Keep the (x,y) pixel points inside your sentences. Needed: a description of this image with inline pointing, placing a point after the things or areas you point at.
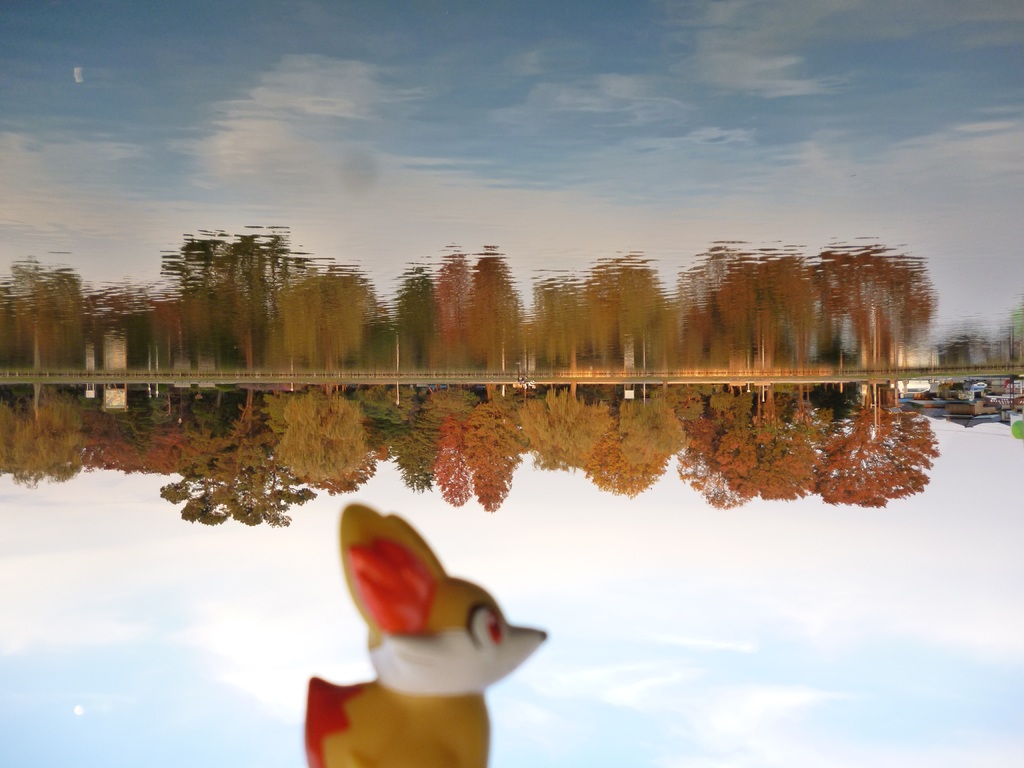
In this image there are few trees (489,467), a toy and some clouds (580,586) in the water (405,142), there are reflections (395,147) of trees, clouds (390,153) and sky (454,116) in the water (399,150).
